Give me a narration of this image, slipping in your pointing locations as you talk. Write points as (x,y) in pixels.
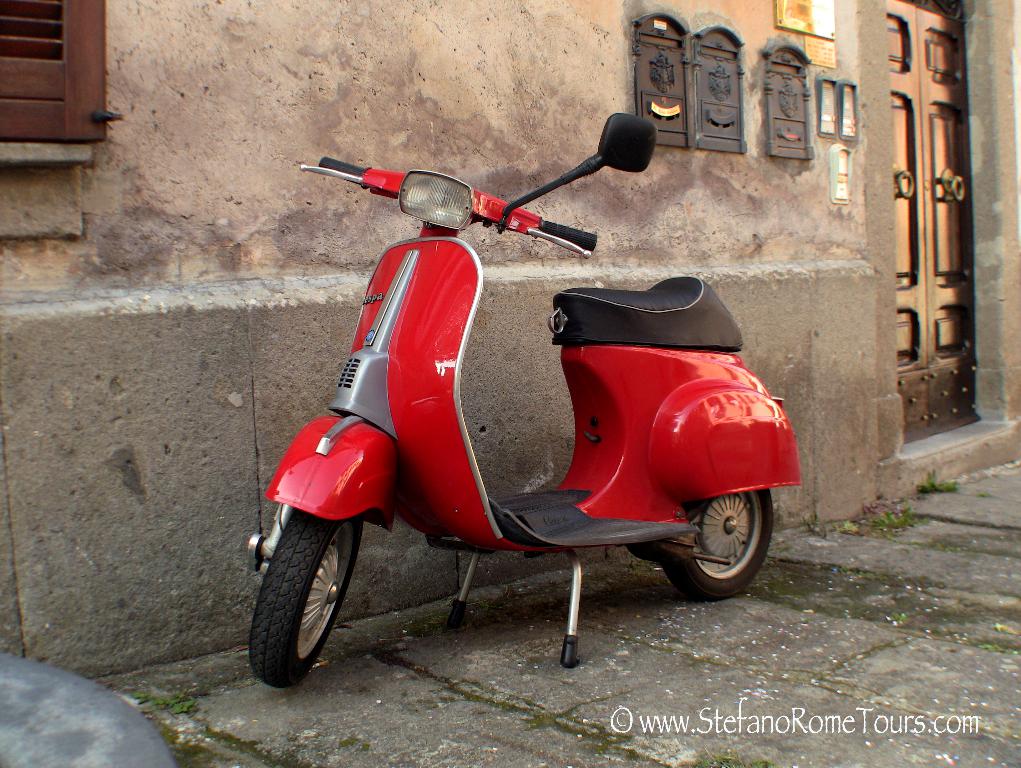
In the center of the image (423,330) there is a red color scooter (407,196). In the background of the image (376,235) there is a house (224,255) with door (916,133) and windows (88,117). At the bottom of the image (654,650) there is road (343,698). There is some text (749,727).
